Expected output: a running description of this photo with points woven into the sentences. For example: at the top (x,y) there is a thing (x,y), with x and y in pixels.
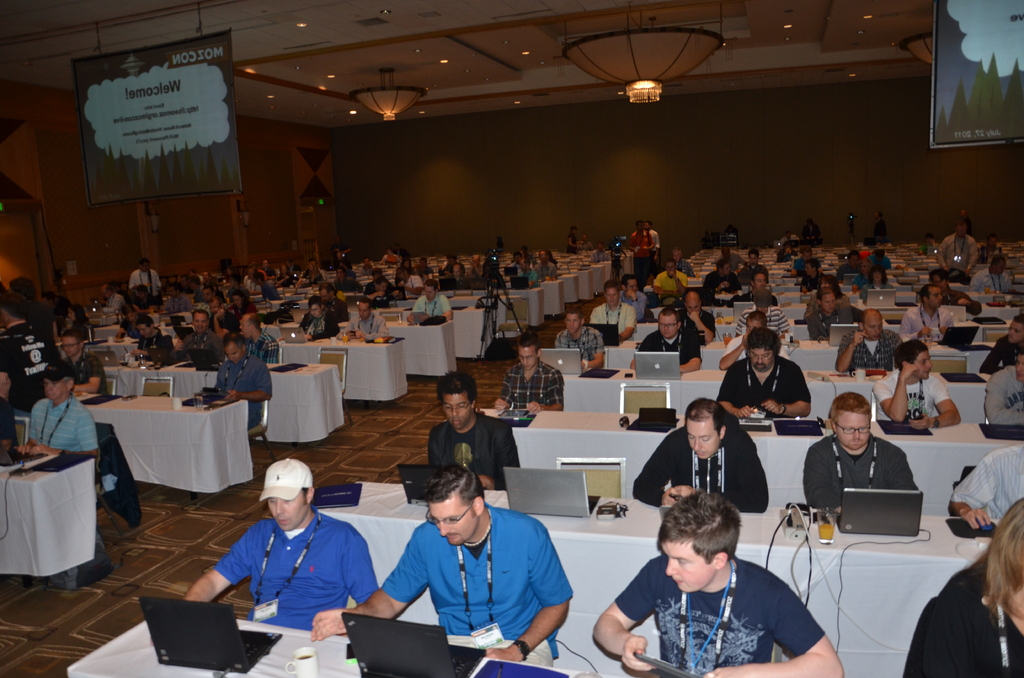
In this image there is a hall (100,590), in that hall (113,603) there are tables (306,359), on those tables (291,638) there are laptops (581,481), in the background (899,177) there is a wall (546,220), at the top (425,59) there is a ceiling (763,53), lights (677,44) and banners (956,27) on that banners (116,121) there is some text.
